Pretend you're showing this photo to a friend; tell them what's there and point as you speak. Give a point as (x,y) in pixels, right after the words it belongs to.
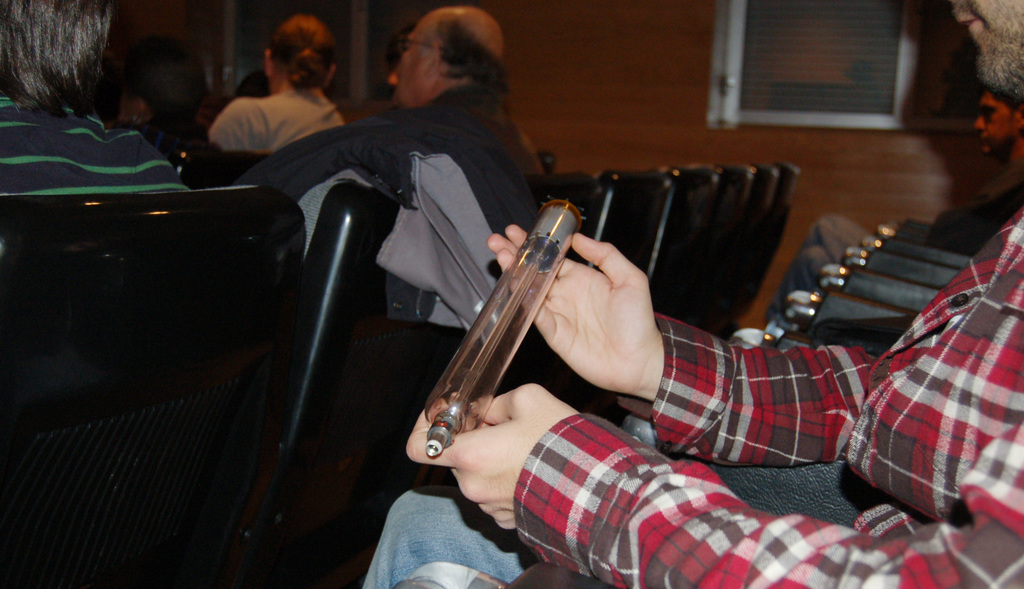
In this picture there are chairs (690,212), in the chairs (354,202) there are people (693,455) sitting. In the background (844,34) there are windows (252,2) and a wall (662,115). The background (830,182) is blurred.
